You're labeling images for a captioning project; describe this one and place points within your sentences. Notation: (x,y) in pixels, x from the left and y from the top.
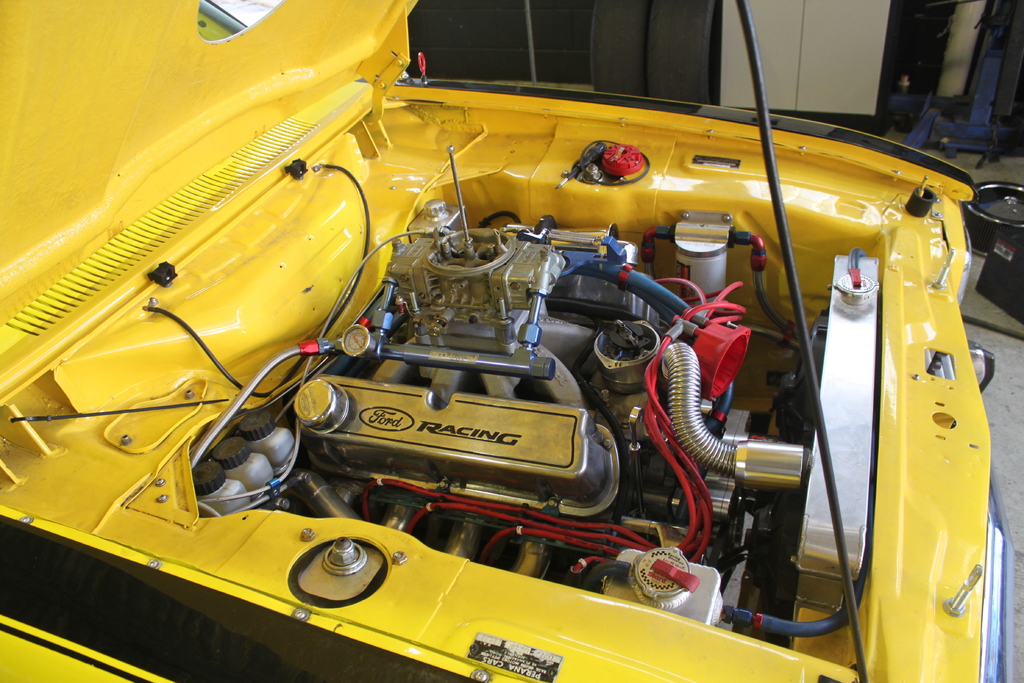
In this image we can see the yellow color car bonnet (289,238). In the background (988,74), we can see some objects (995,229) on the floor (991,321).
